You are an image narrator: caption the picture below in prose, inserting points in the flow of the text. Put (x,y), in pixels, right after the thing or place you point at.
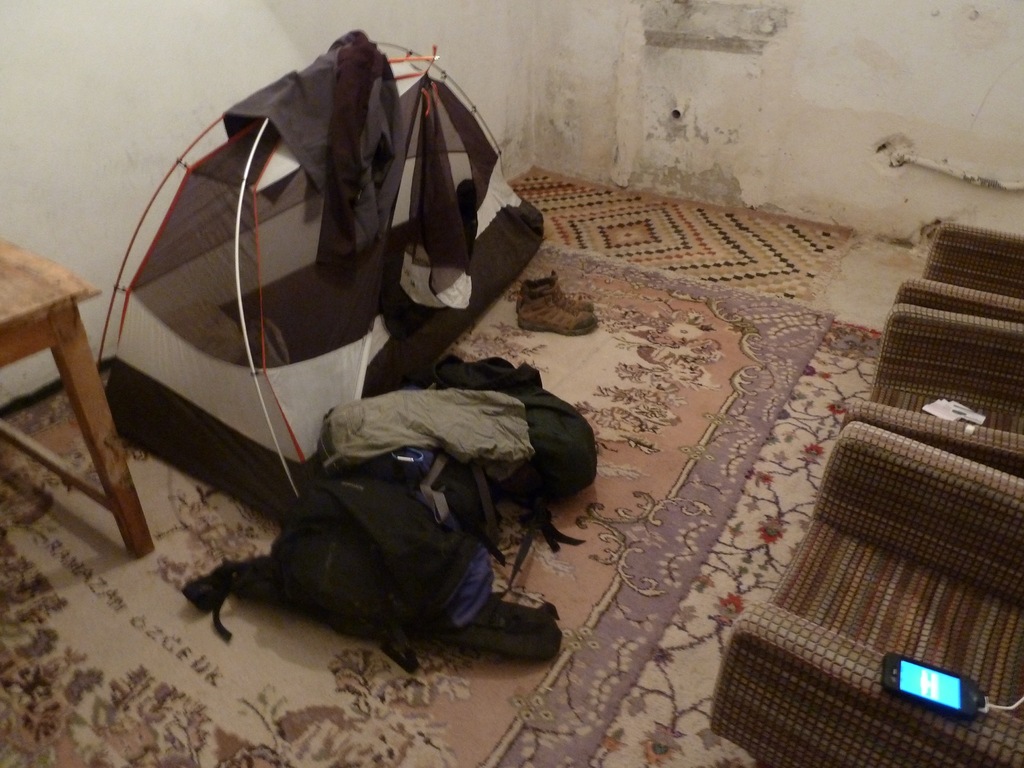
On this carpet (723,406) there is a shoe (558,311), tent (403,213), table (18,297) and things (446,534). Above this tent (303,319) there is a jacket (339,250). Here we can see chairs (961,499). On this chair (922,609) there is a mobile (935,703) and cable (999,706). Background there is a wall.
